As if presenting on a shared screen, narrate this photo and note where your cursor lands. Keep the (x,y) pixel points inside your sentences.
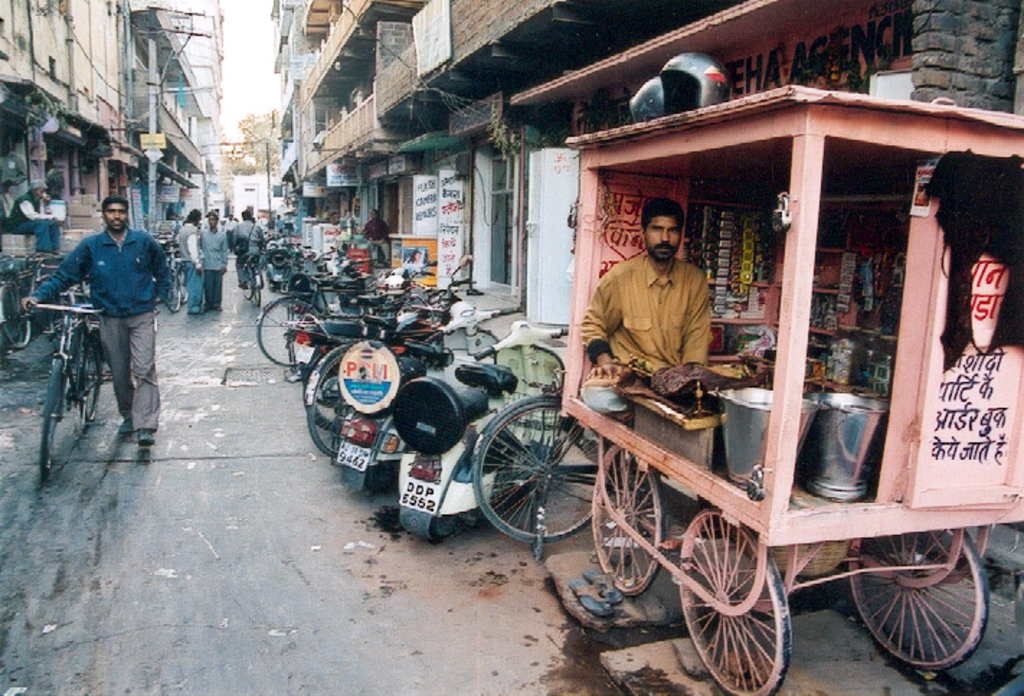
On the right side of the image (769,352) we can see a trolley cart (920,361) in which there are bucket (744,446), a man (617,290) sitting inside it and a mini shop (855,301). There is a helmet (710,94) on the top of it. There are many vehicles (396,313) parked on the road (376,539). In the background of the image (180,134) we can see many buildings (126,91).
